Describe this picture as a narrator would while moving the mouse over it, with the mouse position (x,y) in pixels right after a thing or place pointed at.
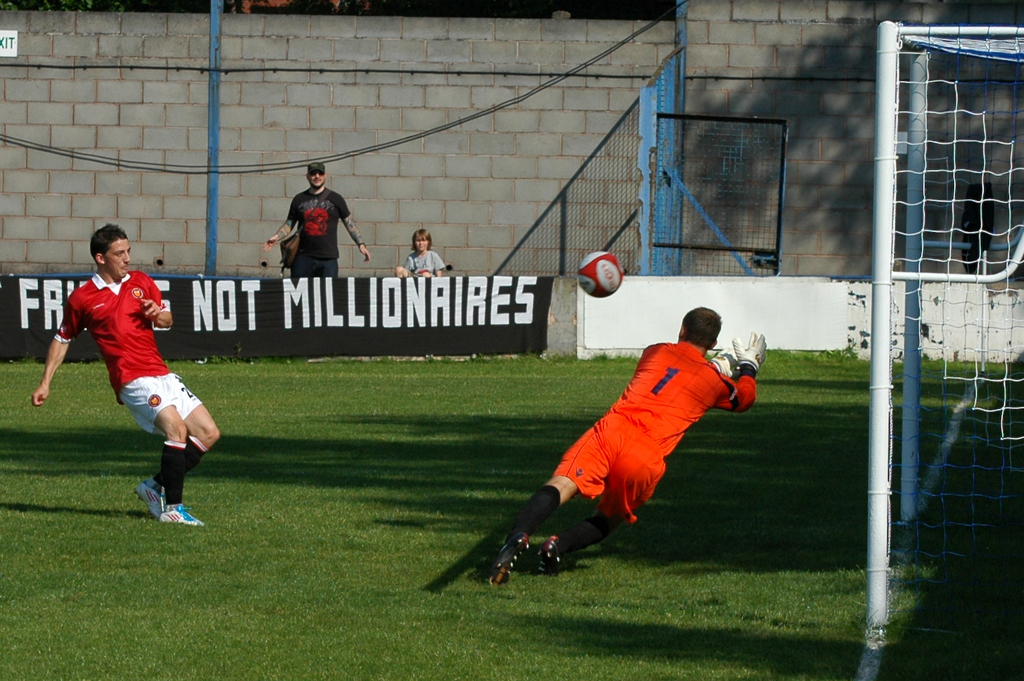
In this image I can see an open grass ground (296,518) and on it I can see two men (668,356). I can see both of them are wearing sports jerseys (691,396) and shoes (518,553). In the centre of this image (593,272) I can see a football (617,273) and on the right side (886,72) I can see a goal post (879,222). In the background (300,343) I can see a board (17,340), few people (332,258), a blue colour gate (714,195) and on the board (193,304) I can see something is written.
